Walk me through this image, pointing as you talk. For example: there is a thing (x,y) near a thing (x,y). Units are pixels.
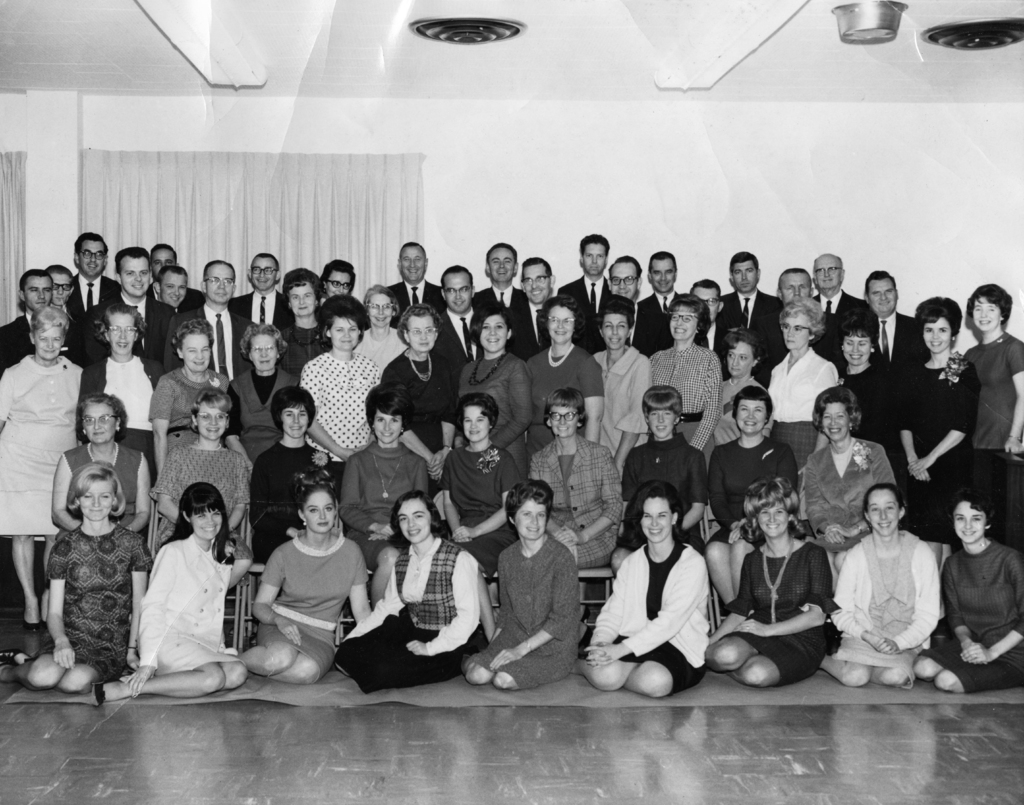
This is a black and white image and it is an inside view. Here I can see a crowd of people (744,476) are smiling and giving pose for the picture. In the front (388,594) few people (408,599) are sitting on the floor (324,713). In the middle (477,427) few people (496,467) are sitting on the chairs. In the background (383,323) few people (462,323) are standing. In the background (598,128) there is a wall (600,139) and I can see a curtain (272,199).
